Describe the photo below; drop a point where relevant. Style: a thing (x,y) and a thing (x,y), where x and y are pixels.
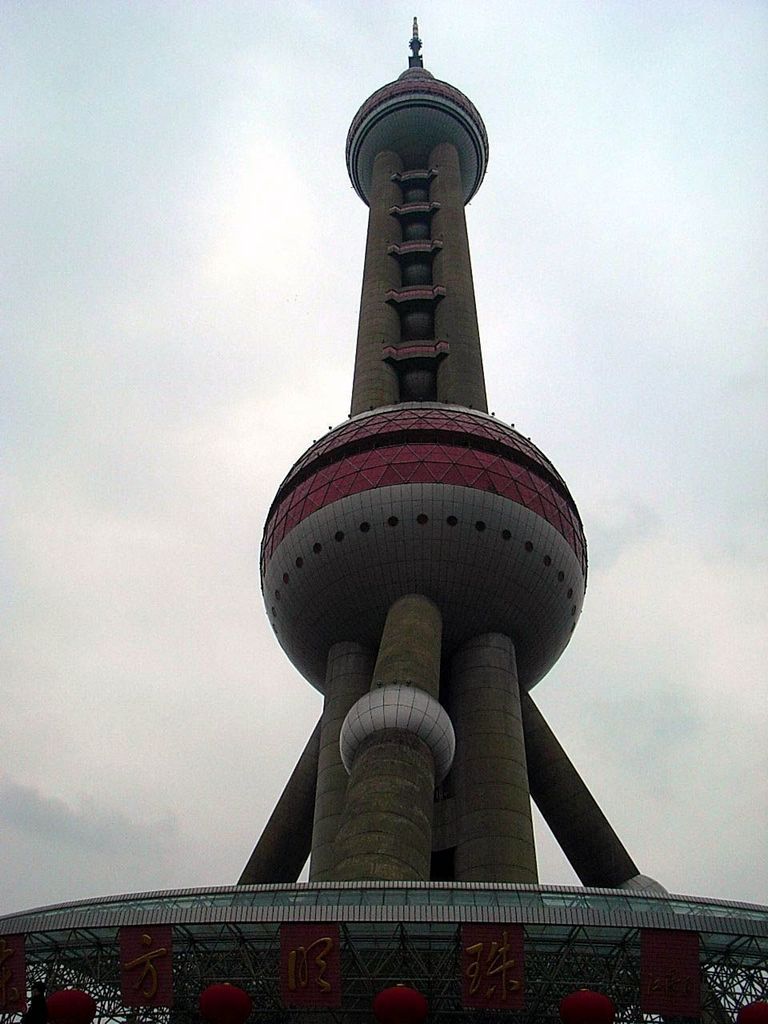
In the background (310,155) we can see the sky (193,774). In this picture we can see an architecture (338,553). At the bottom portion of the picture (589,1017) we can see the beams (346,966), boards (468,978) and few objects (411,1023).
